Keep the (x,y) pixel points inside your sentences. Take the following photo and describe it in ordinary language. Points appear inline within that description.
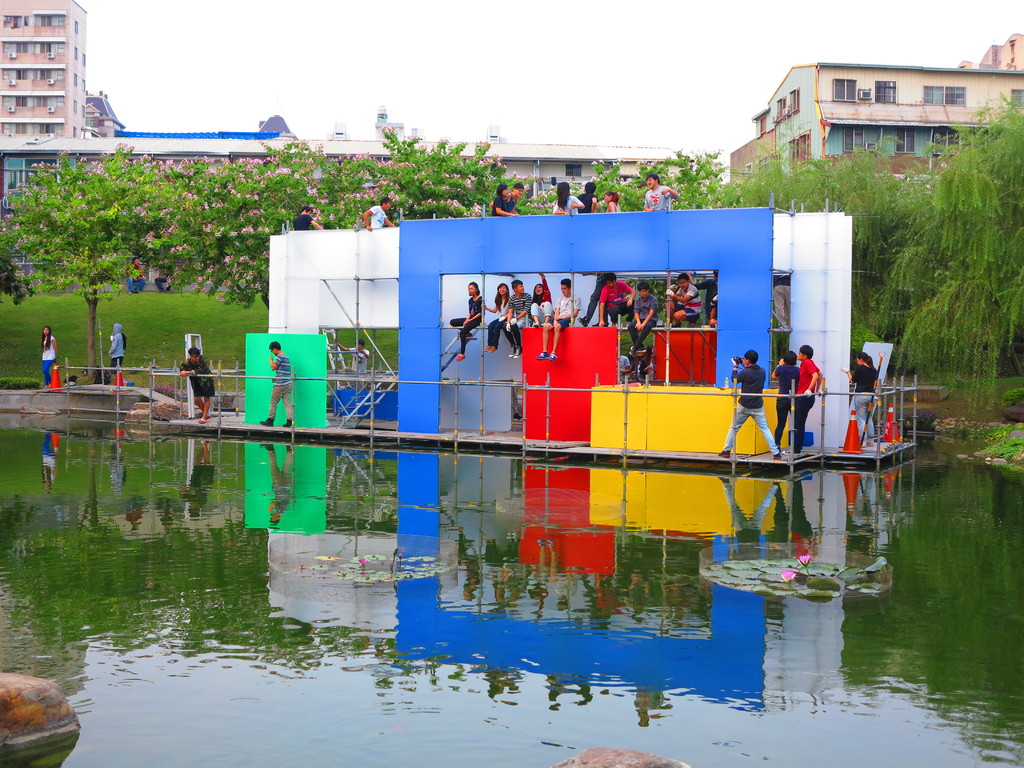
In this image there is a river (443,566), in front of the river (331,568) there is a hoardings (572,391), in which few people (806,375) are sitting and standing in front of it. In the background (485,157) there are buildings (218,141), trees (170,167) and the sky (317,110).
